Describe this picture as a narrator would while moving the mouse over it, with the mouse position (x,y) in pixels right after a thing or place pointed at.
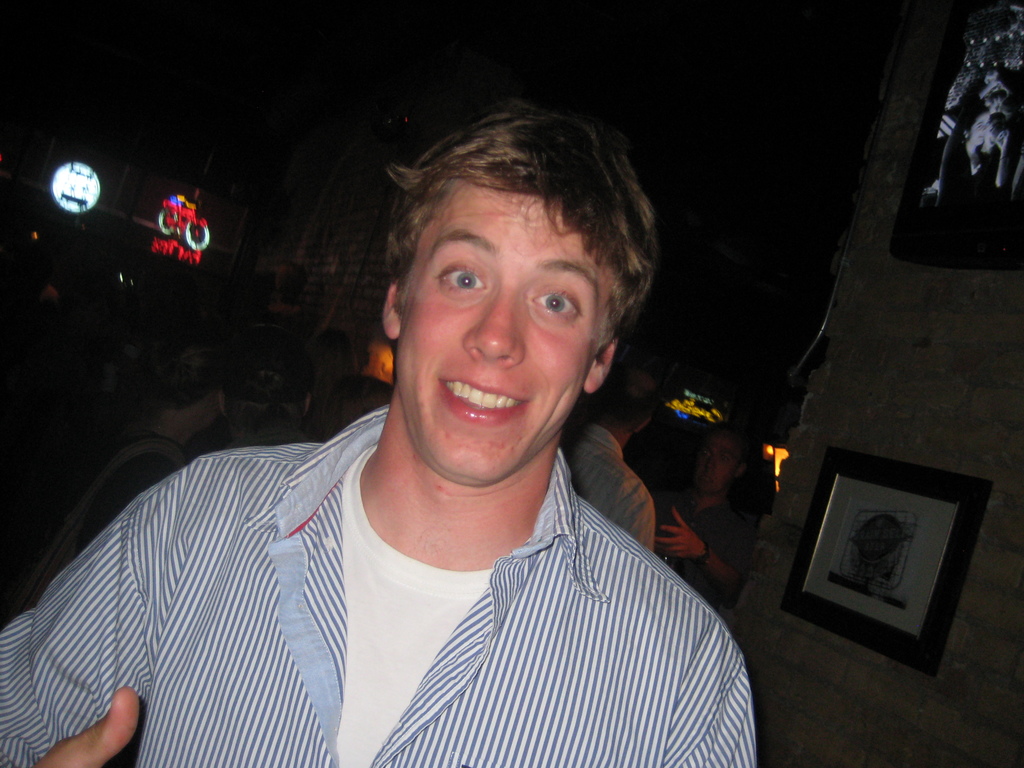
In this image we can see a few people (444,491), and also we can see some photo frames (865,518) on the walls (941,326), and the background (45,222) is blurred.
